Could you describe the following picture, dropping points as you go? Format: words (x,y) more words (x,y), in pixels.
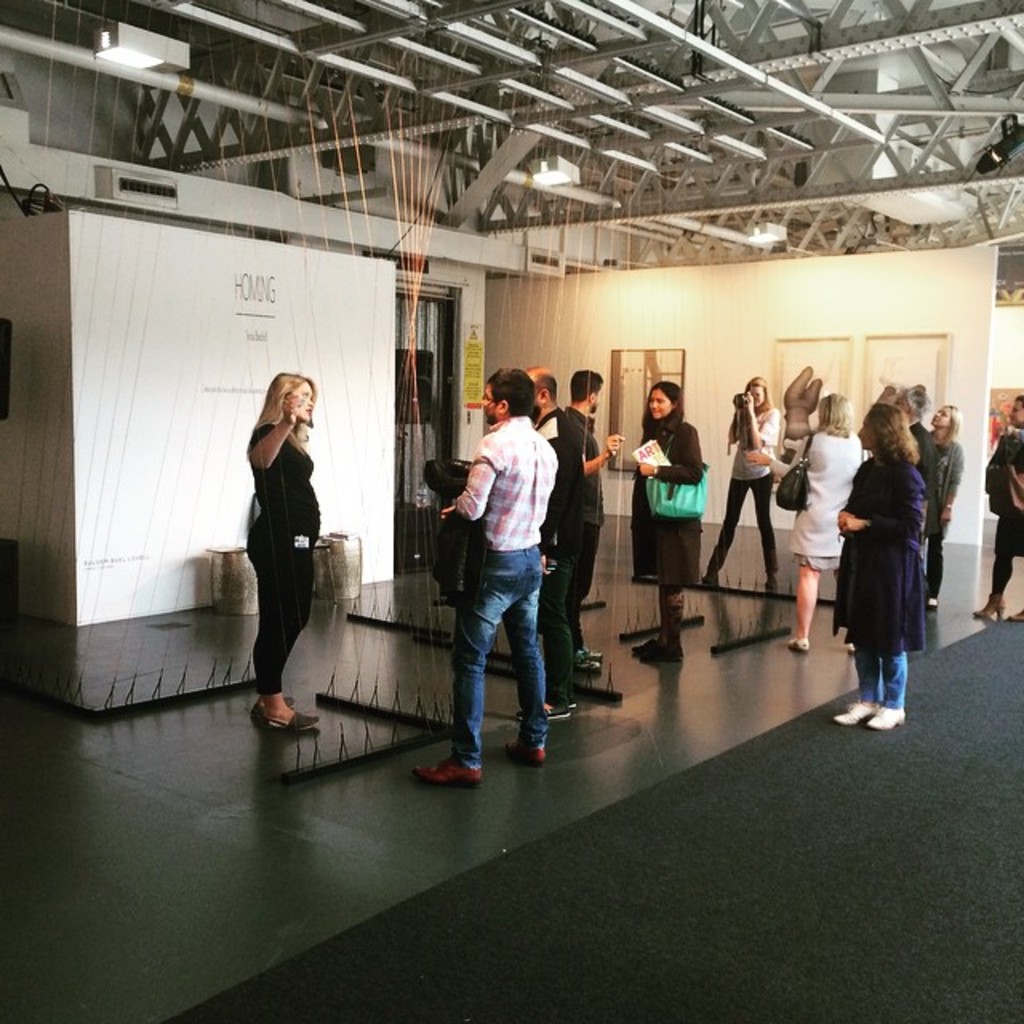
In this image I can see group of people (531,542) standing. In the background (470,403) I can see the board (319,346) and few lights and I can also see few poles (833,197).
